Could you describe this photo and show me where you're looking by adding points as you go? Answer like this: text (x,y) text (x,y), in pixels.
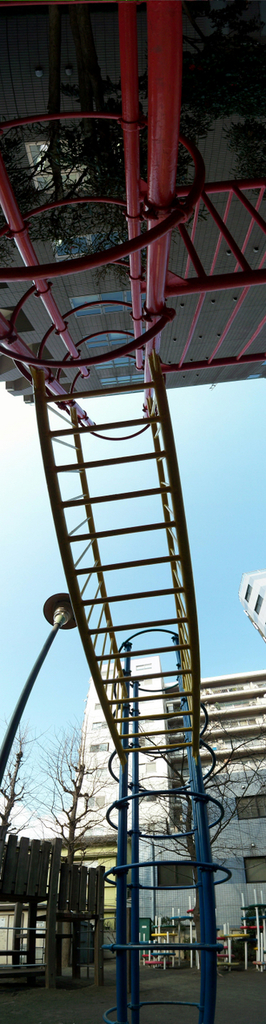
In this image we can see rods (125,597), metal objects (64,548) and trees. In the background (94,840) there are buildings (178,752), pole (64,597), metal objects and clouds (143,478) in the sky (209,542).
